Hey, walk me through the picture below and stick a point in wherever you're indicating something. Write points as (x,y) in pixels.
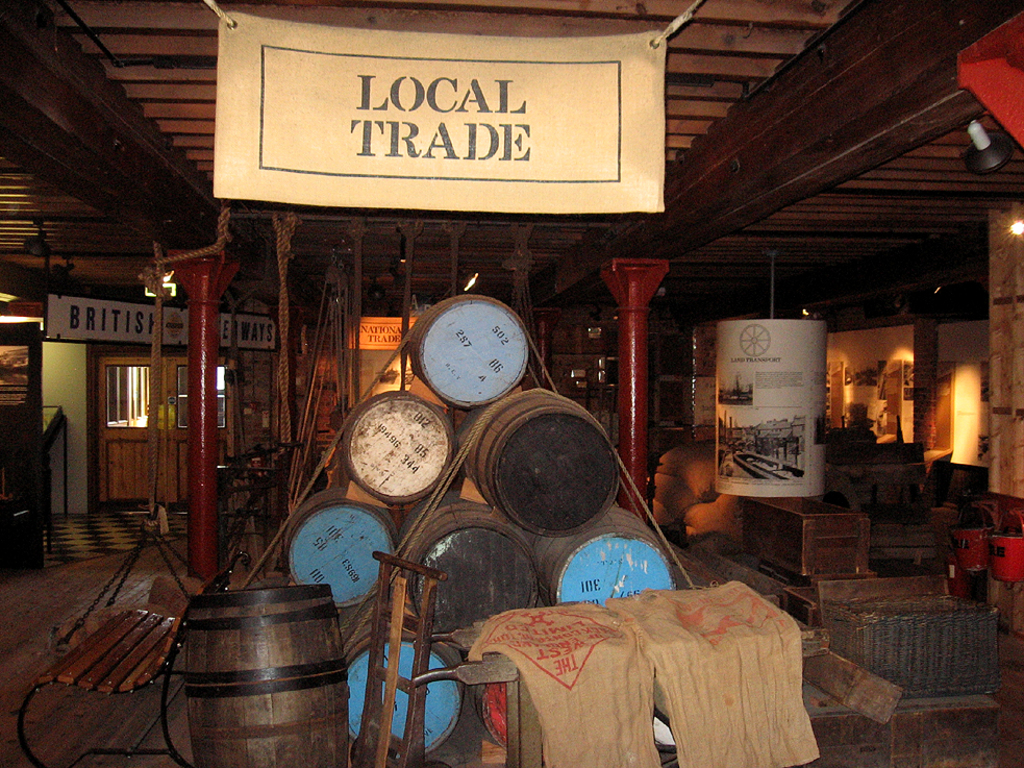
In this image there is a shed (810,294), inside the shed (983,56) there are drums (438,514), bags (612,661), bench (168,629) and boxes (802,525), in the background (104,360) there is a door (148,389), in the top (297,96) there is hanging poster (646,146), on that it is written as local trade.
